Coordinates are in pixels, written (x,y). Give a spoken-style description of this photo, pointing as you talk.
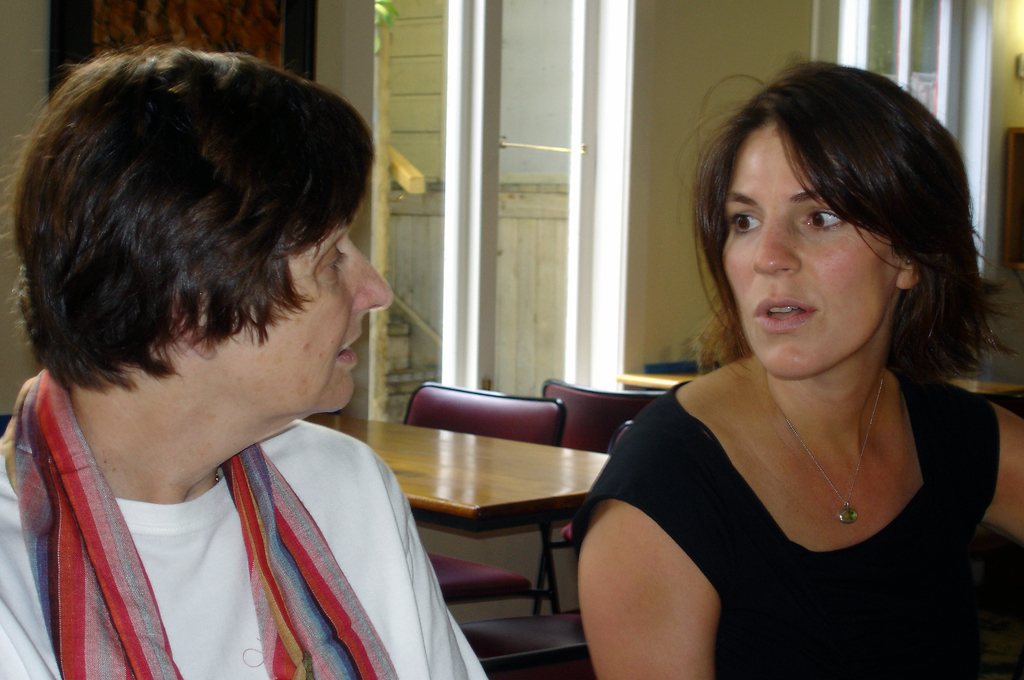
In this image i can see two women (252,299) sitting at the background (552,506) i can see a table (535,467), a chair (543,385) and a window (542,280).
